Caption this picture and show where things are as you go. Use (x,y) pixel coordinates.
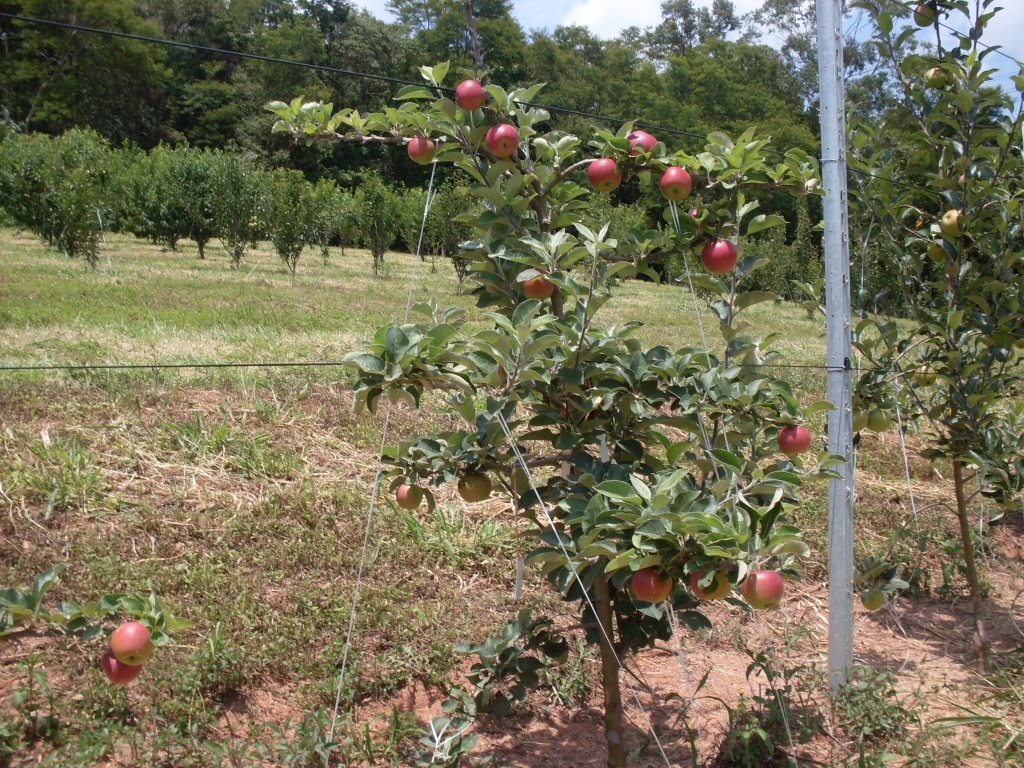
In this picture I can see trees (567,441) and I can see apples (769,569) to the trees (619,357) and I can see grass (11,287) on the ground (261,382) and a blue cloudy sky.
